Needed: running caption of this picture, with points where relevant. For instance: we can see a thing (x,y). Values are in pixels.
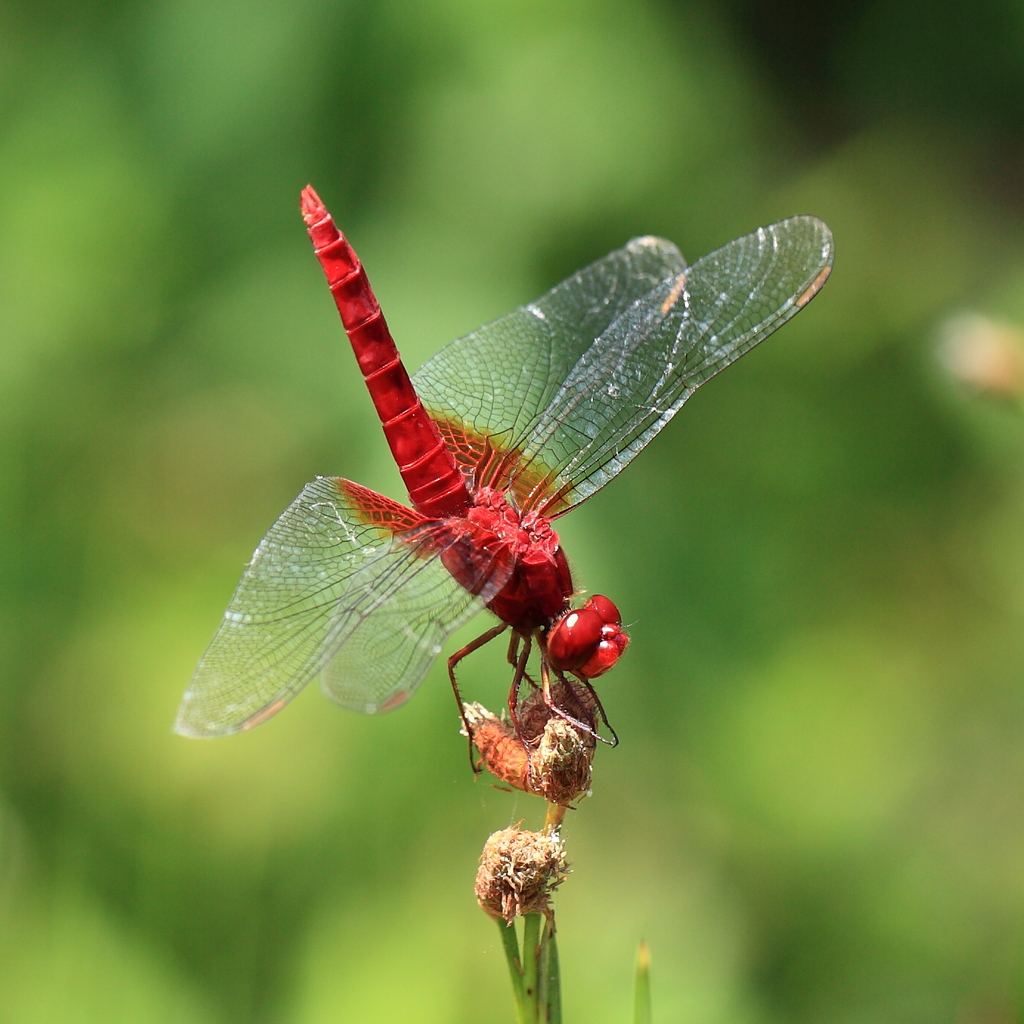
In this picture we can see the dragonfly (439,626) and he is holding a bud (560,754). On the bottom (532,978) we can see grass (644,1002).
